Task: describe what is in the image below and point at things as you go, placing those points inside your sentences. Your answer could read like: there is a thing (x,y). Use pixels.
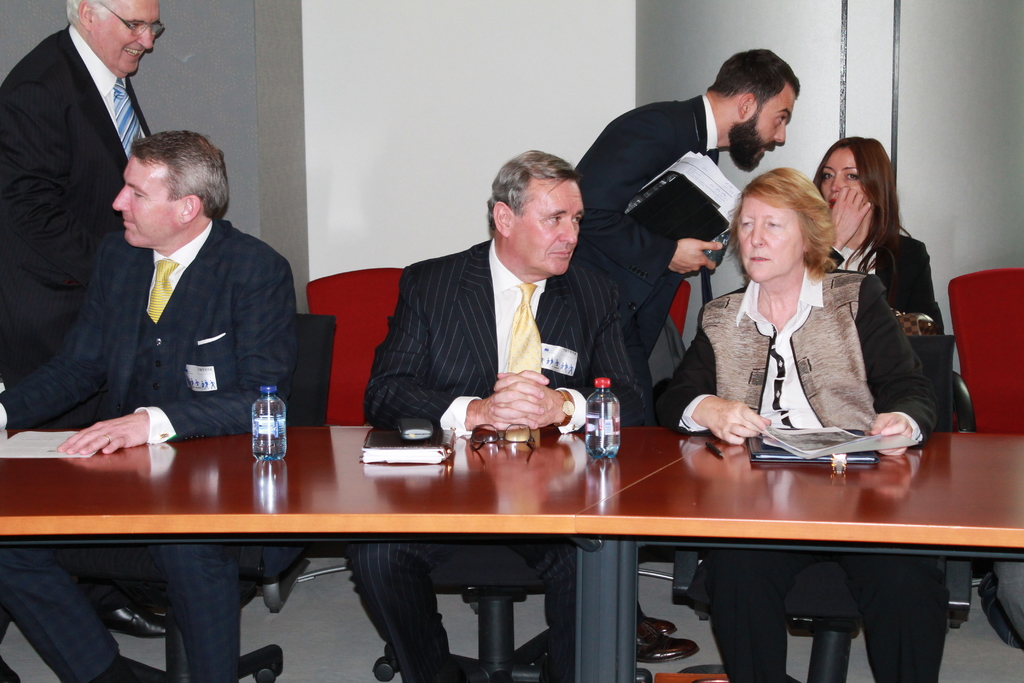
in the image we can see few persons (712,301) were sitting and two persons (753,155) were standing. and on the left (54,94) we can see man (102,74) he is smiling. In front (758,477) we can see table (554,492) on table (554,492) we can see glasses (523,438), book (411,457), bottle (281,449), pen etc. Coming to back there is wall (455,98).
